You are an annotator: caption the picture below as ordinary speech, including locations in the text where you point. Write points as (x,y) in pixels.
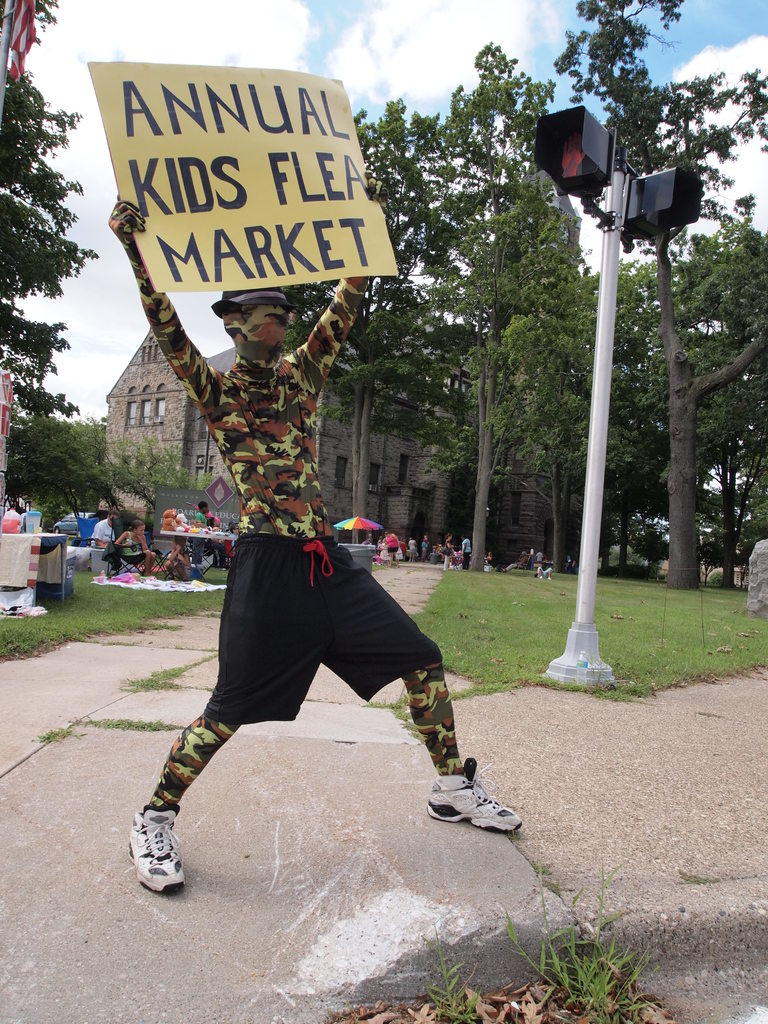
In the image we can see there is a person (262,551) standing and he is holding banner (271,135) in his hand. The ground (544,608) is covered with grass (541,621) and there are other people (408,554) standing on the ground (482,582). The ground (606,589) is covered with grass (512,601) and behind there are trees (637,539) and there are buildings (502,533).
